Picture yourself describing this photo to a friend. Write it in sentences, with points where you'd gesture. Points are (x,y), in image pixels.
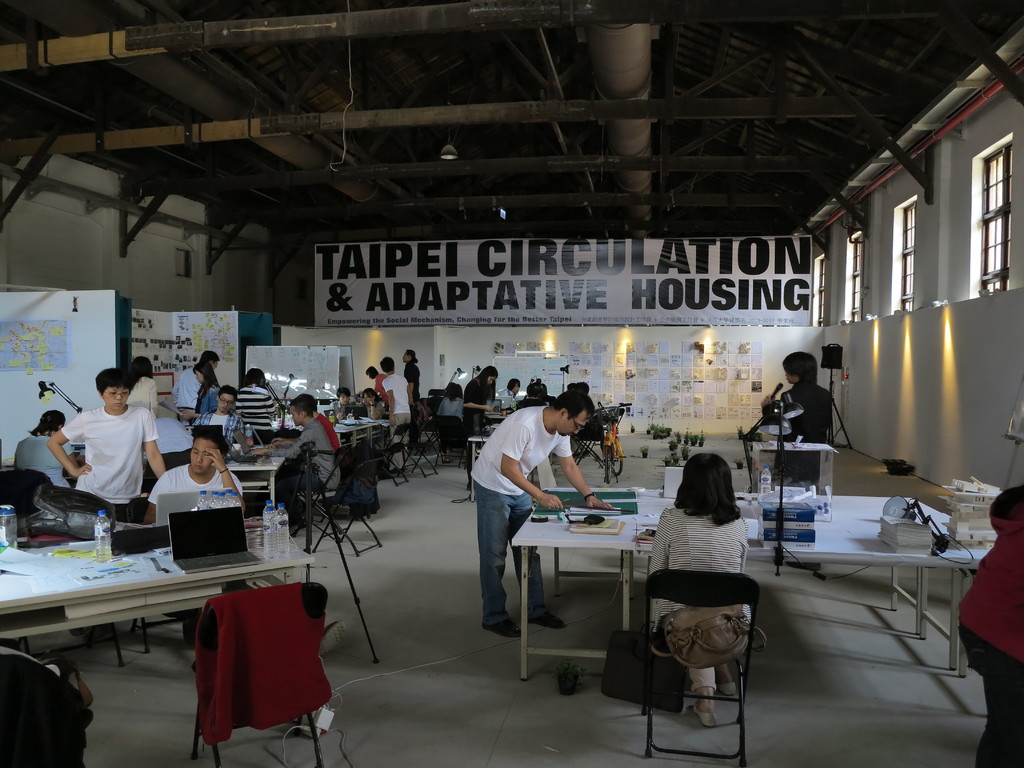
This is a picture taken in a room (434,460), there are a group of people (118,468) some are sitting and some are standing on the floor (384,603) in front of these people (125,419) there is a tables (861,544) on the table (845,543) there are books (913,537), files (792,531), bottle (764,482), laptop (214,550), papers (68,560) and bag (83,517). Behind the people (479,489) there are white boards (313,368) and a wall (617,335) and hoarding (669,273) and on the roof (218,50) there are rods (570,114).
